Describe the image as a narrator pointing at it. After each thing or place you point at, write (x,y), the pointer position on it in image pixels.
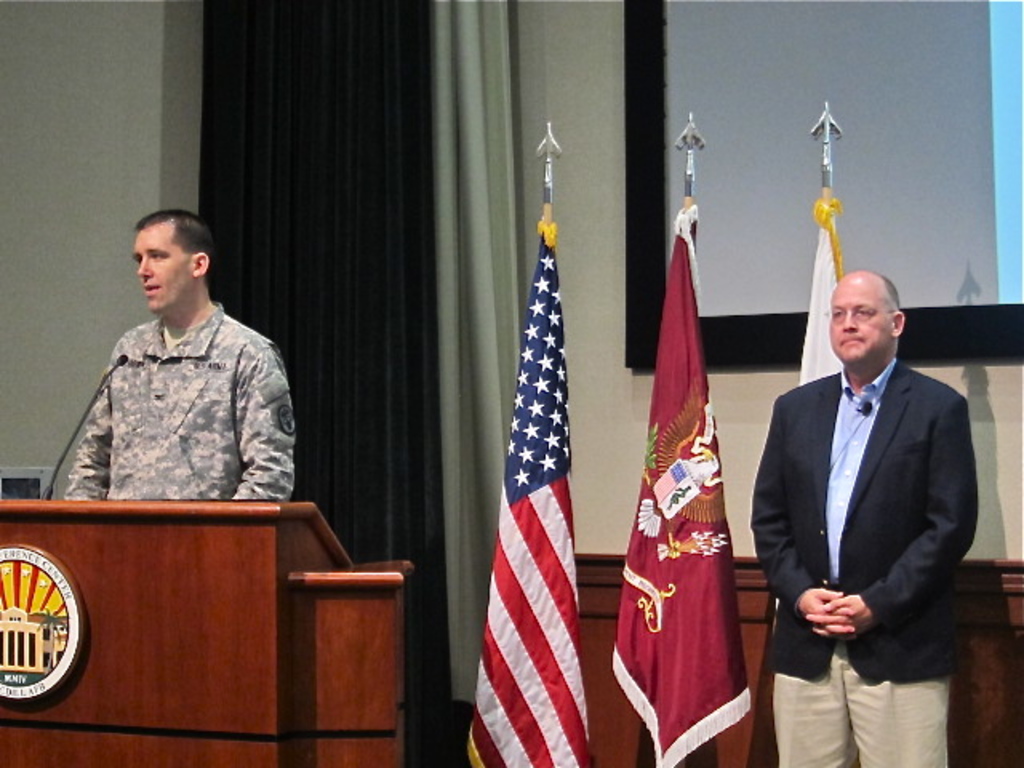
In this image we can see people (874,552) standing and we can also see the podium (2,750), mic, flags (705,643) and screen (905,67).
